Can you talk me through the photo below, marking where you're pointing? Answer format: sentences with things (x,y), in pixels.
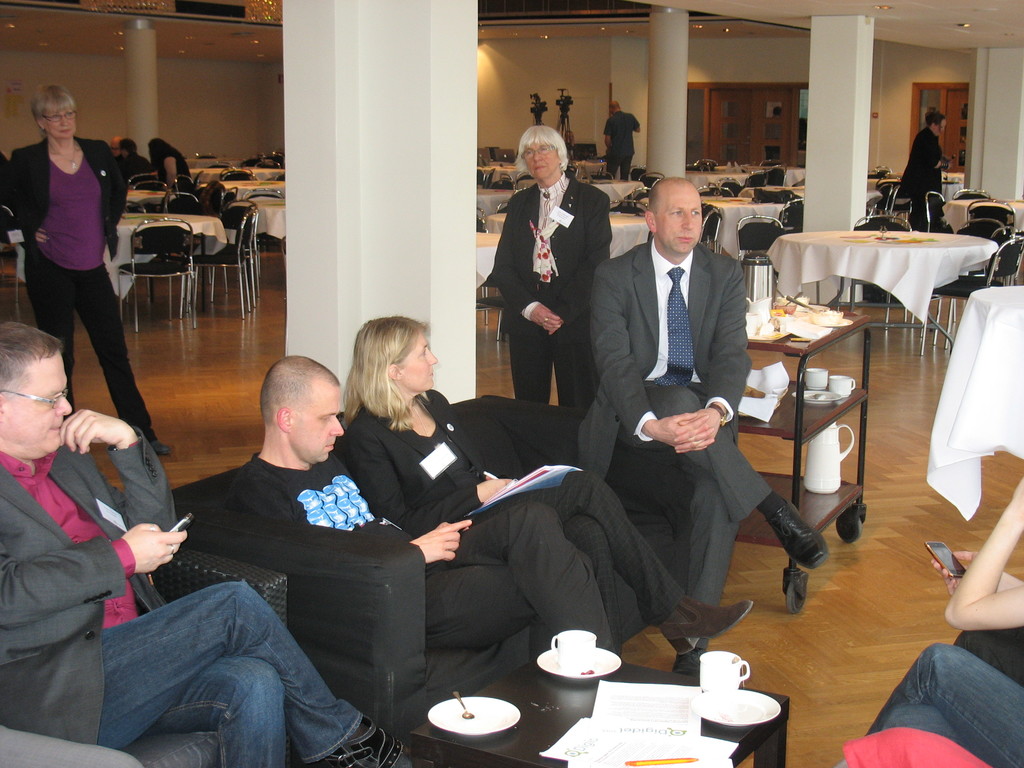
In this image, we can see people (199,652) sitting. Few people (219,635) holding mobiles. At the bottom of the image (521,725), there is a table (518,737). On top of that there are papers (645,731), saucers (464,729) with cups (710,690) and spoon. In the middle of the image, beside a couch (536,405) we can see wheel shelves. On the shelves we can see a few objects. In the background (60,280), there are pillars (301,240), people (60,280), tables (812,256) with cloths (1010,326), chairs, wall (603,138), doors (955,154) and lights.
